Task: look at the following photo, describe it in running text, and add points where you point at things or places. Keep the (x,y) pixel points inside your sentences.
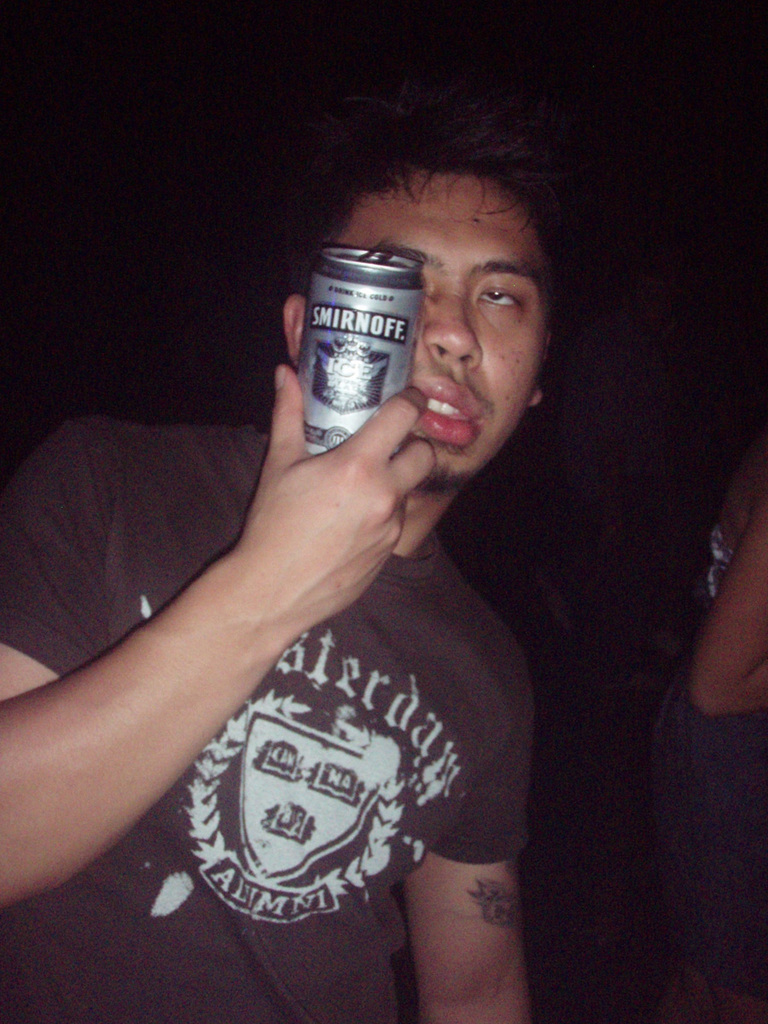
Here we can see a man (391,1007) holding a tin (419,274) with his hand (305,480) and there is a person (727,698). Background (635,683) it is dark.
